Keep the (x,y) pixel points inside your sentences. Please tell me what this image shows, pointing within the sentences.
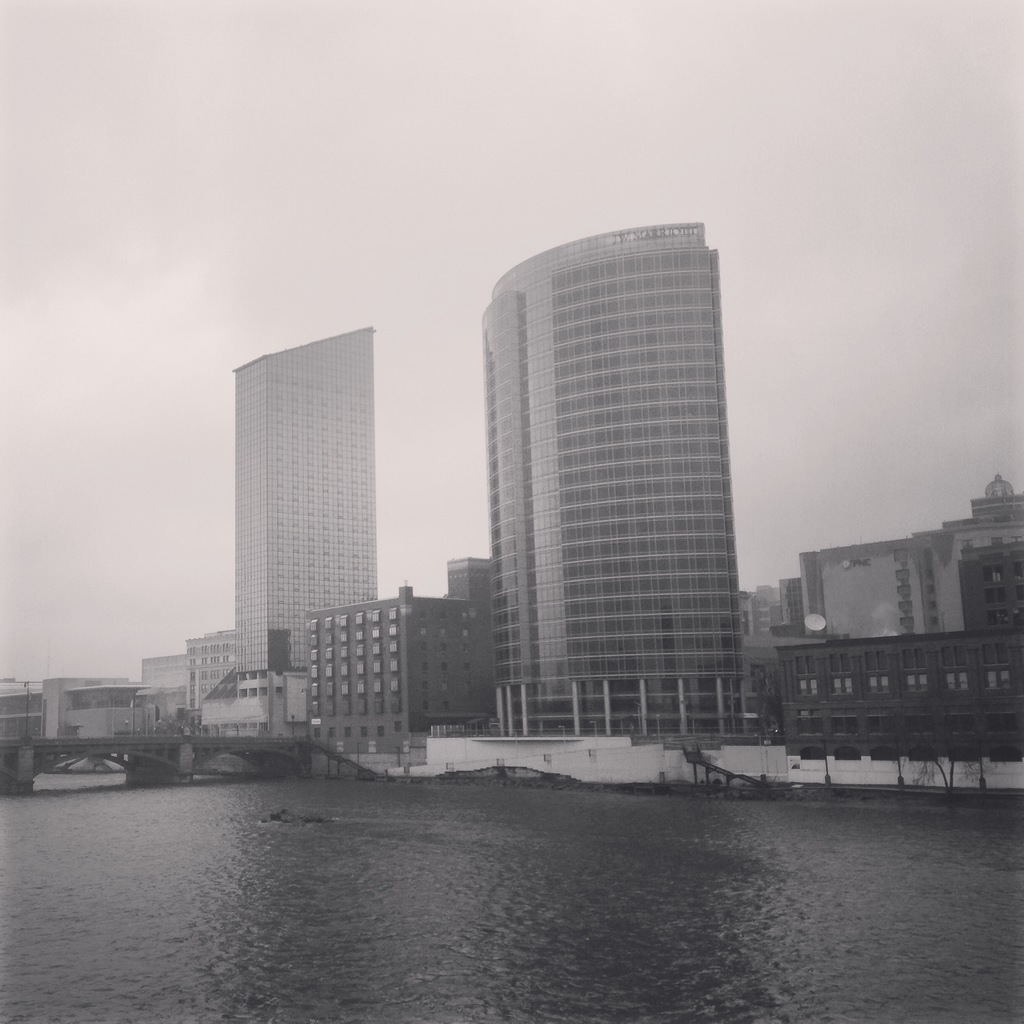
In this picture we can see buildings (586,624) and skyscraper (536,420). On the bottom (768,931) we can see river (825,938). On the left (209,749) there is a bridge (114,750). Here we can see poles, pillars (643,709) and fencing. On the top (592,8) we can see sky (453,31) and clouds (401,60).
